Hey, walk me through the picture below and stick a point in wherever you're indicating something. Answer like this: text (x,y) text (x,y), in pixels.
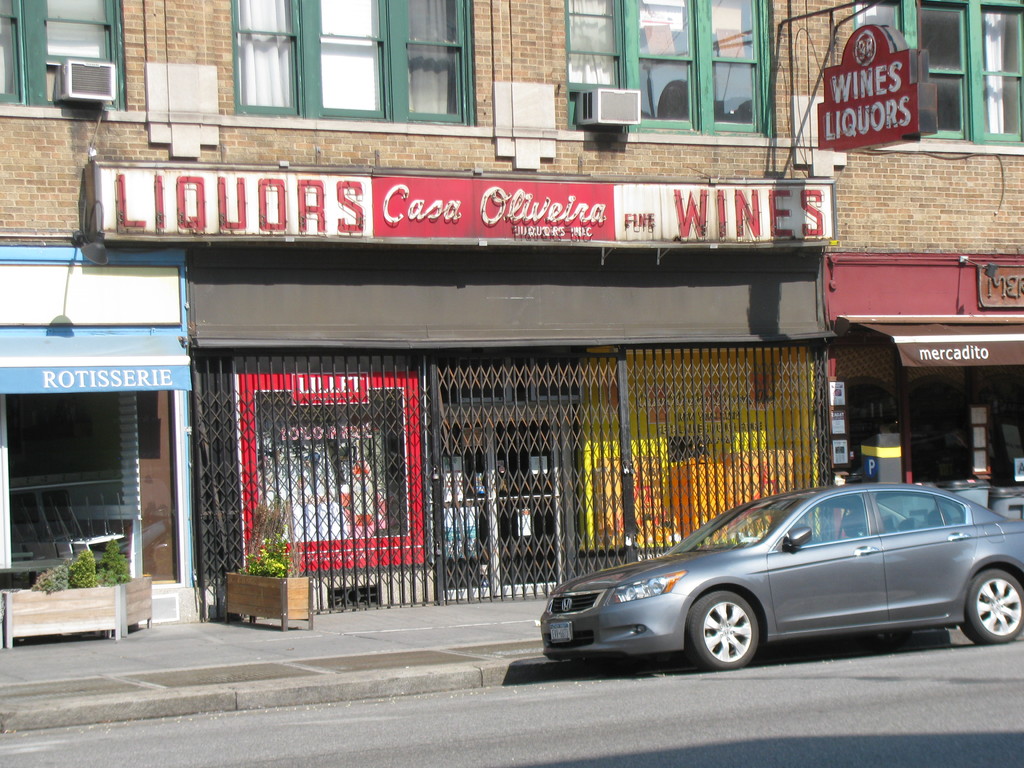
In this image there is a car (932,511) on the road (885,687) and at the back side (495,294) there are buildings (526,340), flower pots (133,589).
